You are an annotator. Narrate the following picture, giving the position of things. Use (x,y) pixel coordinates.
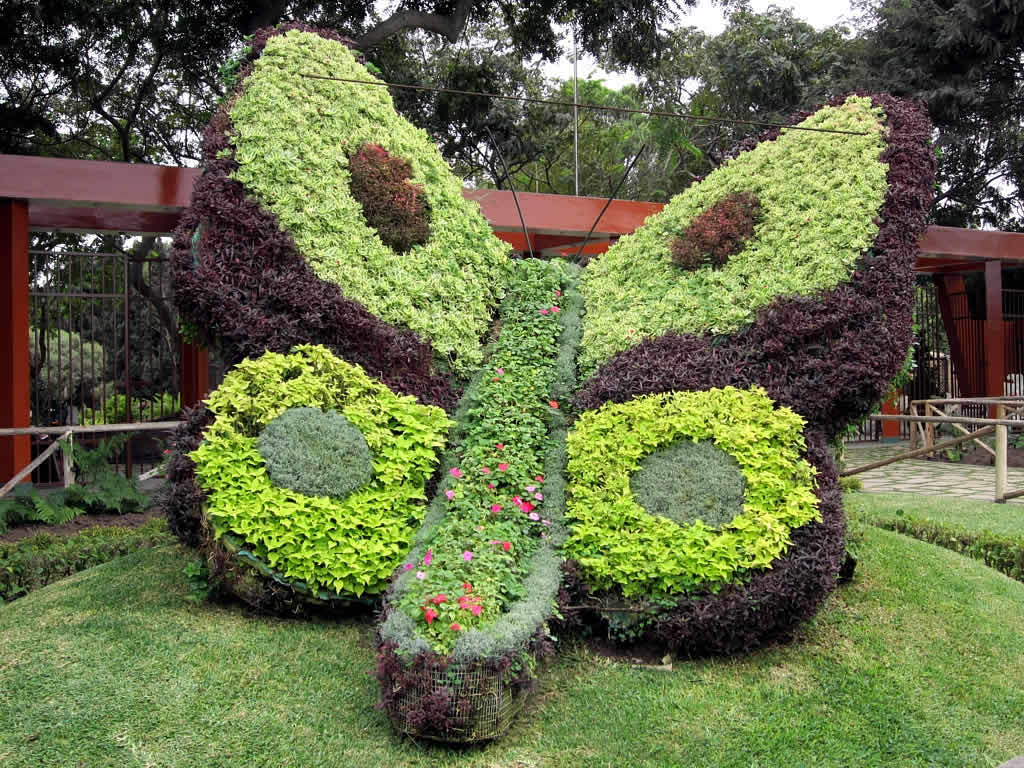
In this image I can see few plants (530,350) which are in the shape of butterfly. In the background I can see the railing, shed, many trees (719,47) and the sky (619,85).
